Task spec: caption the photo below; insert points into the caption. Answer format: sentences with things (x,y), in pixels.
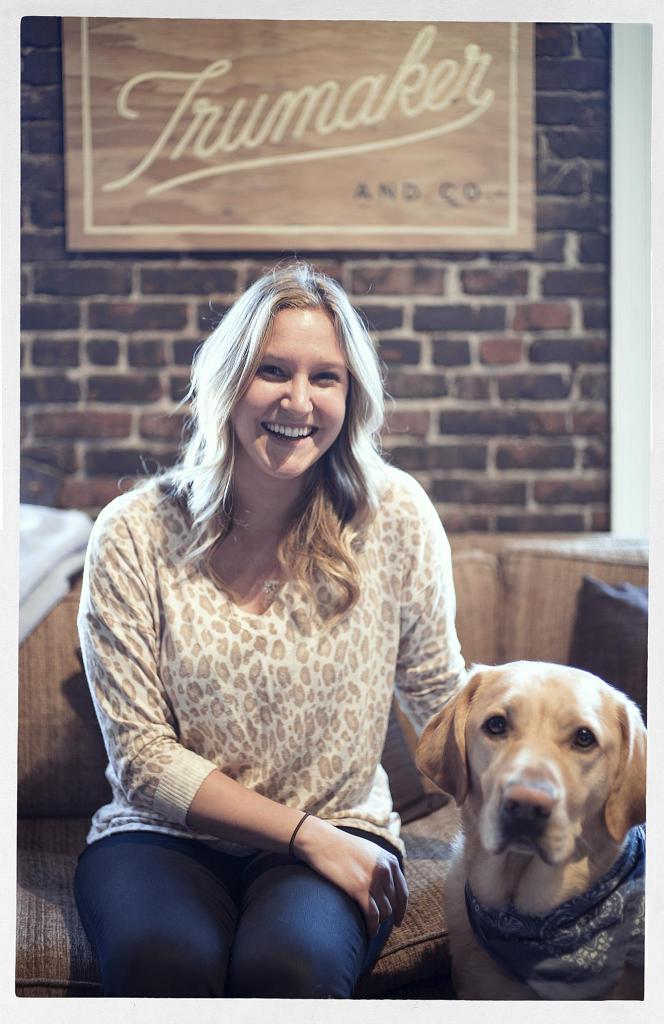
This image consists of a woman (178,962) sitting on the sofa (378,974) and having a smile on her face (286,467). In front of that a dog (629,735) is standing at the bottom (561,831). The background wall (529,391) is of bricks (200,269) and on that a board (519,244) is there of trumaker. This image is taken inside a room (372,336).
